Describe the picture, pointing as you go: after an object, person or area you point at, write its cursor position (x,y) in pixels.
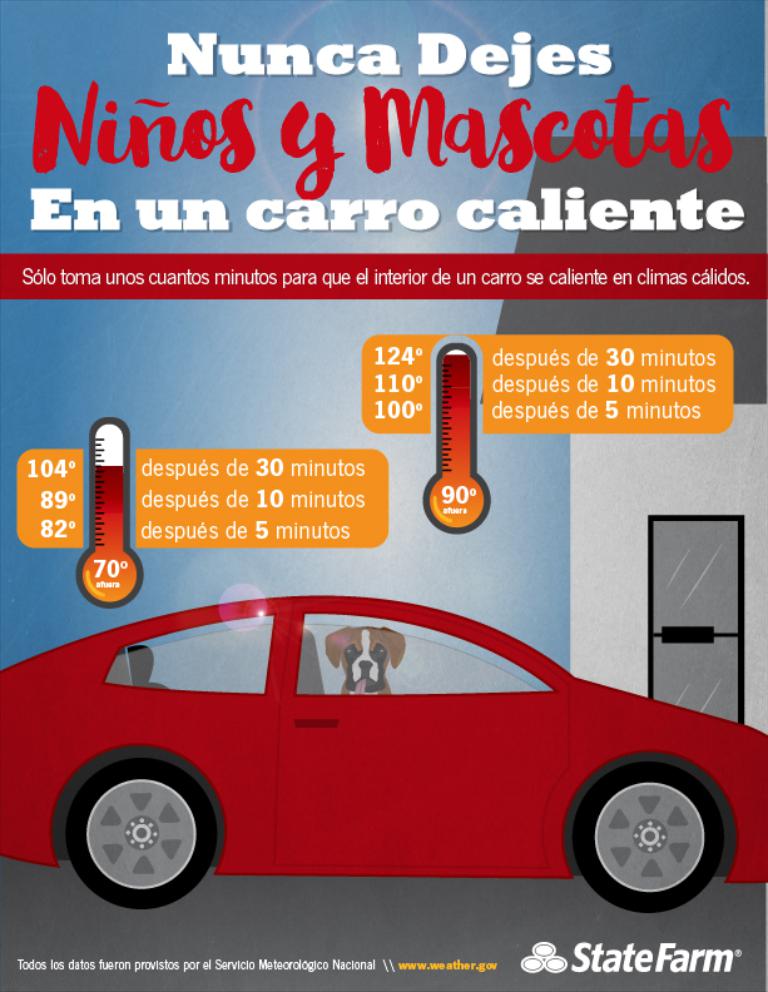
We can see poster (442,647), on this poster (311,610) we can see a dog (333,645) inside a car (293,679) and we can see text (219,272).
